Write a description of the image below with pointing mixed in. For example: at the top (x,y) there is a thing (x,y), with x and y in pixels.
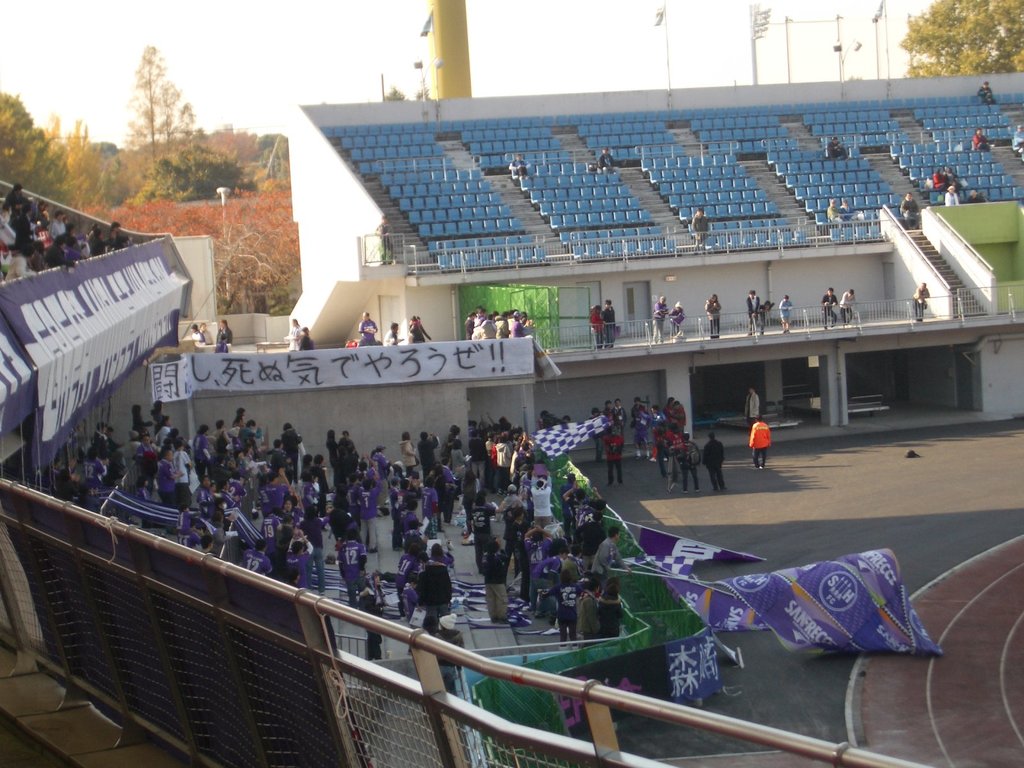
In this picture there is a stadium (834,82) and there are group of people (379,451) and there are boards (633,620) and flags (807,634) and there is text (92,338) on the boards (73,352). At the back (223,188) there are trees (980,60) and poles (665,29). At the top (349,34) there is sky (315,9). In the foreground (345,743) there is a railing (40,572).
